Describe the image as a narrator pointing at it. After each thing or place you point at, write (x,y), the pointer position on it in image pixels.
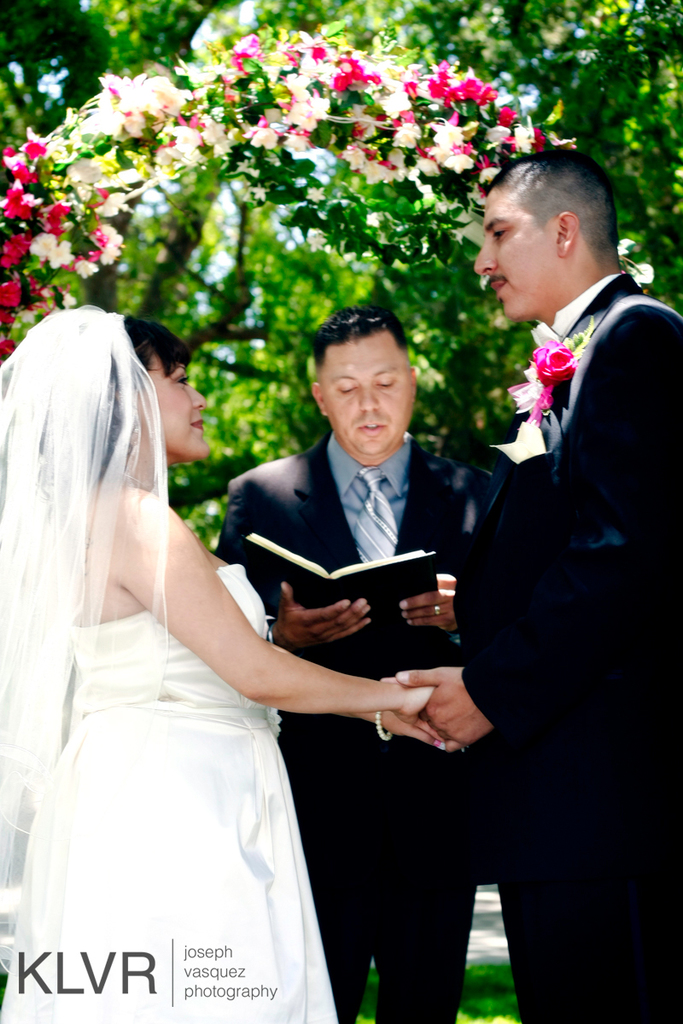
In the foreground of this image (592,668), there is a man (500,776) and a woman (218,788) holding hands (411,735). Behind them, there is a man (390,502) holding a book (408,585). In the background (261,244), there are trees (302,308) and at the top (230,125), there is an arch (233,131) with flowers (453,166).
